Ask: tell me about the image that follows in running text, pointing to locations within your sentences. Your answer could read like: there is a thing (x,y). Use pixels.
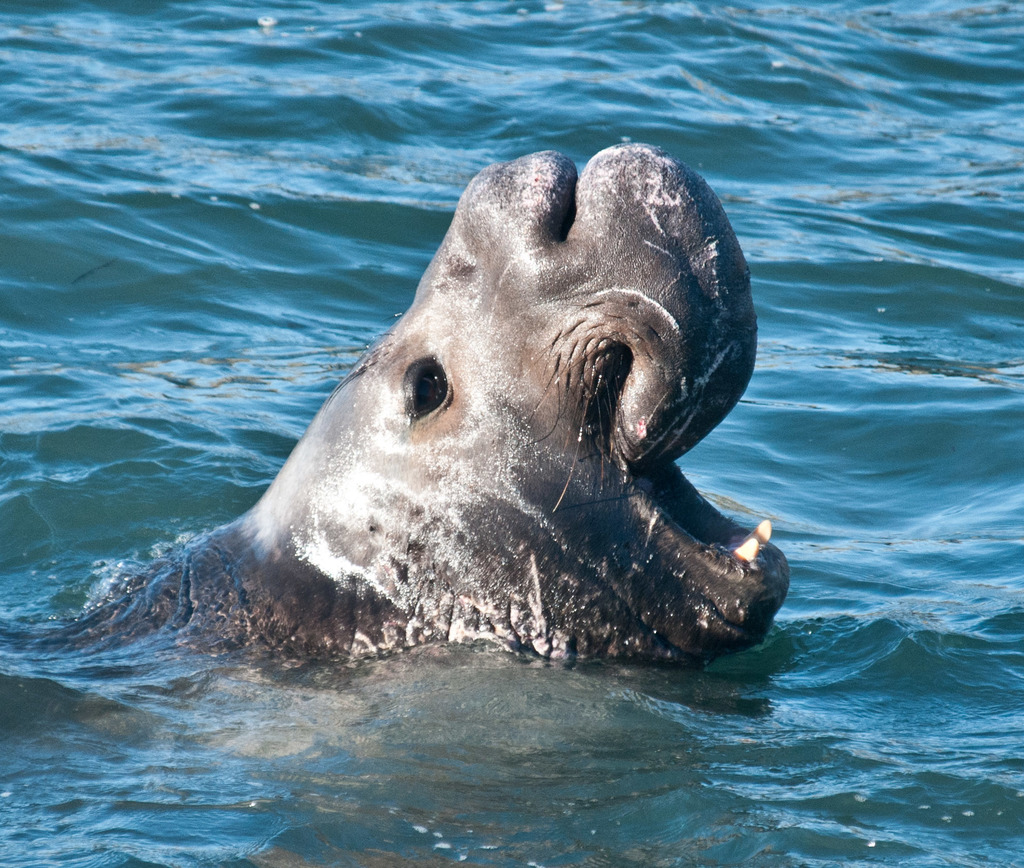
In this image there is a seal (624,335) in the water (66,609).
